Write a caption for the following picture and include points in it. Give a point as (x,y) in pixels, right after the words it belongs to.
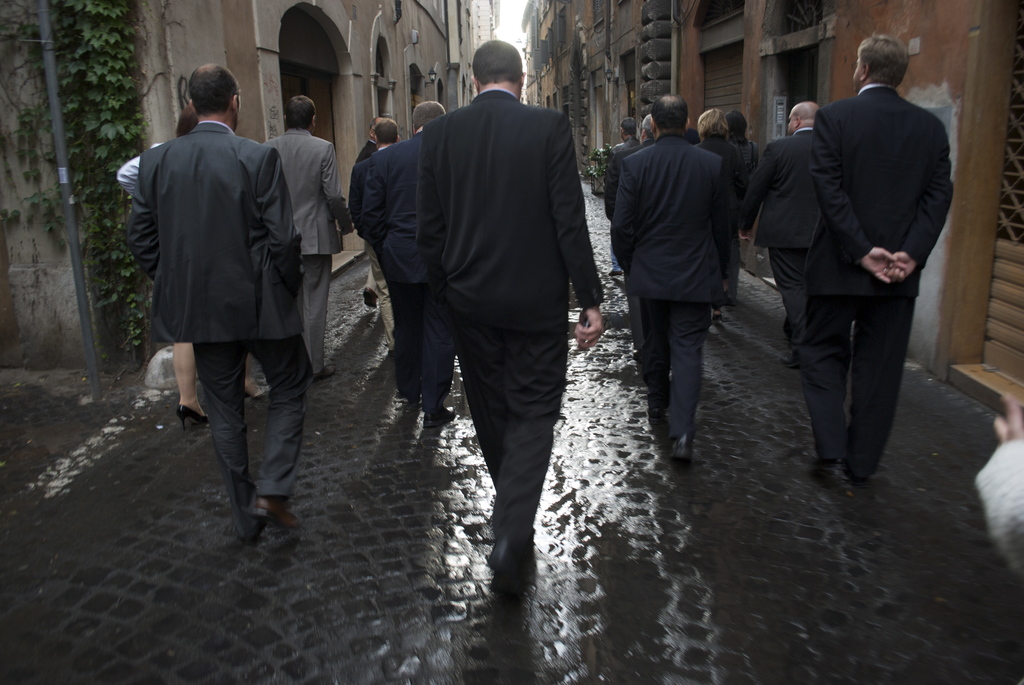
This picture is clicked outside. In the center (445,386) we can see the group of people (552,323) wearing suits (695,202) and walking on the ground (719,474). On the right (999,117) we can see the buildings (567,6). On the left (141,354) and there is a pole (85,361), leaves (113,221) and the buildings (328,45). In the background (505,20) there is a sky (519,27).
